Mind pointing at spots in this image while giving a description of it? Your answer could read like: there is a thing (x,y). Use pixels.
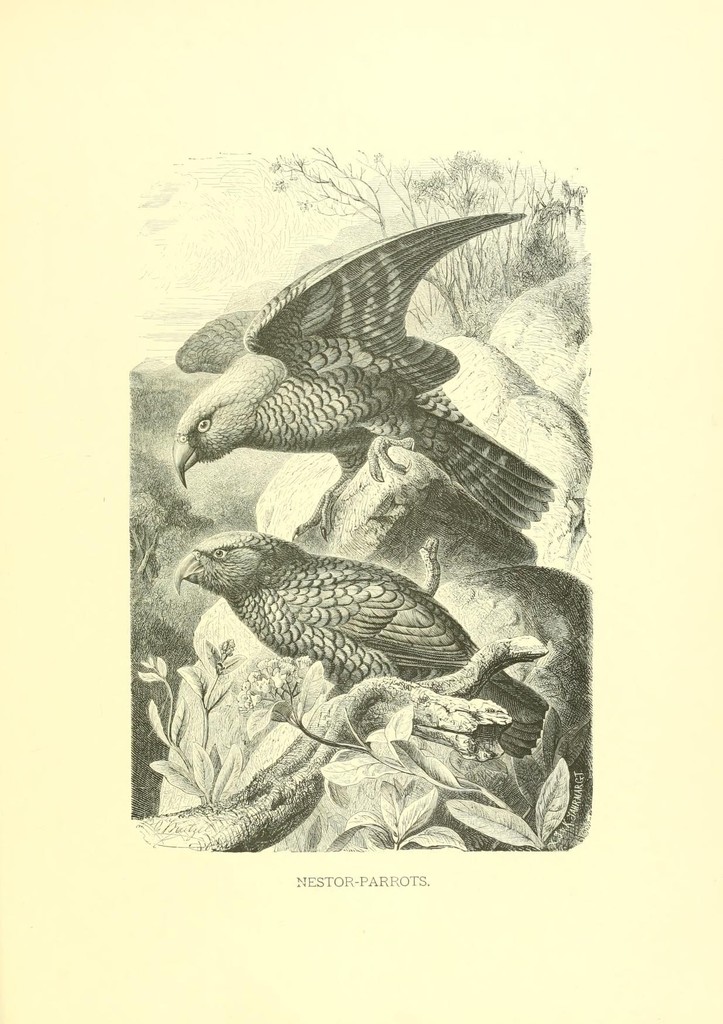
In this image I can see the paper (318,928). In the paper (269,837) I can see two birds (391,579) sitting on the rock (376,515) and the stem (303,773) of the plant (303,750). In the back (201,309) I can see the trees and the sky (182,265).
